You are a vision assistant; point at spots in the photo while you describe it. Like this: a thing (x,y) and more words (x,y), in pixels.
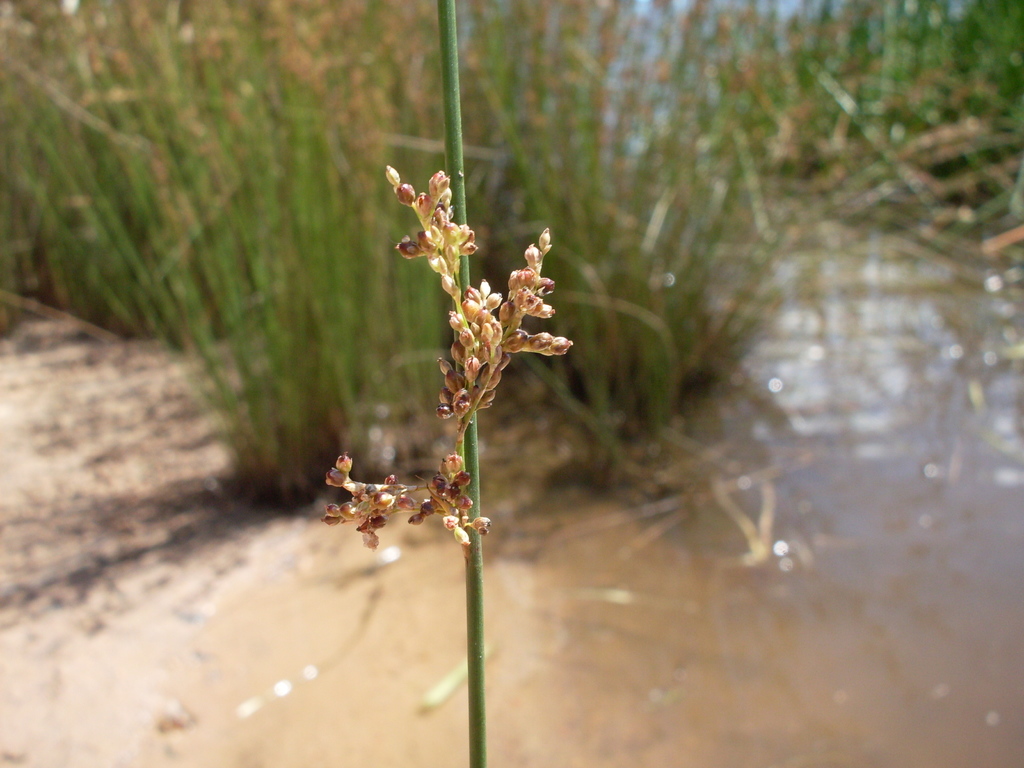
In the picture there are grass plants (1009,95) present, there is water (986,435).
